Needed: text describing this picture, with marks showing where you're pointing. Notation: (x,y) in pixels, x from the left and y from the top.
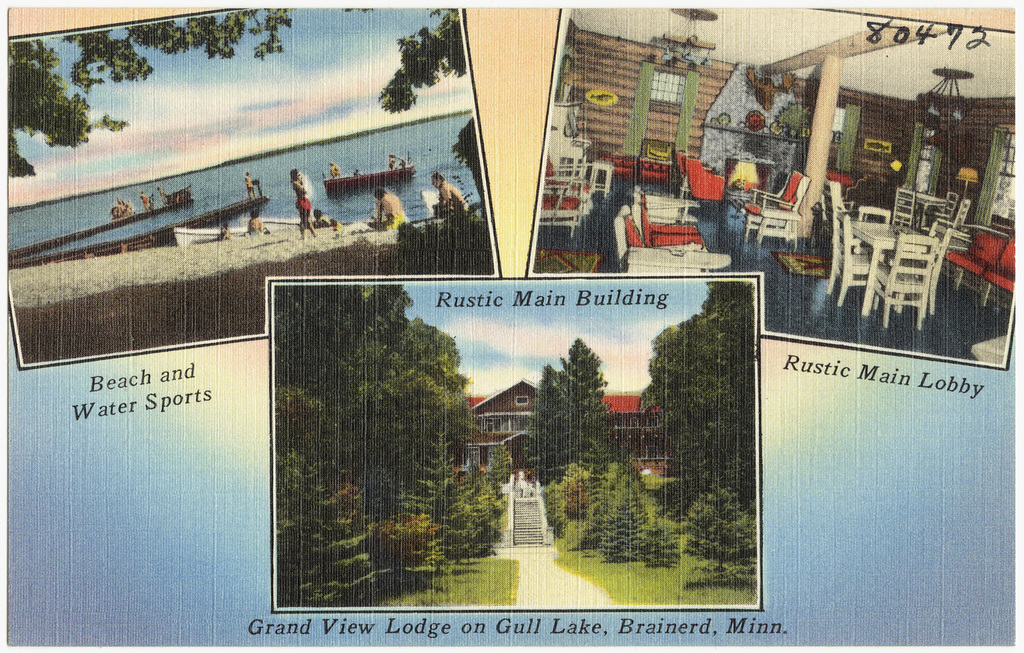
In this image we can see three pictures (515,333) containing a group of people (398,218), some boats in a water body (262,181), some trees (641,483), a house (647,470) and an inner view of a building (803,319). We can also see some text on this image.
